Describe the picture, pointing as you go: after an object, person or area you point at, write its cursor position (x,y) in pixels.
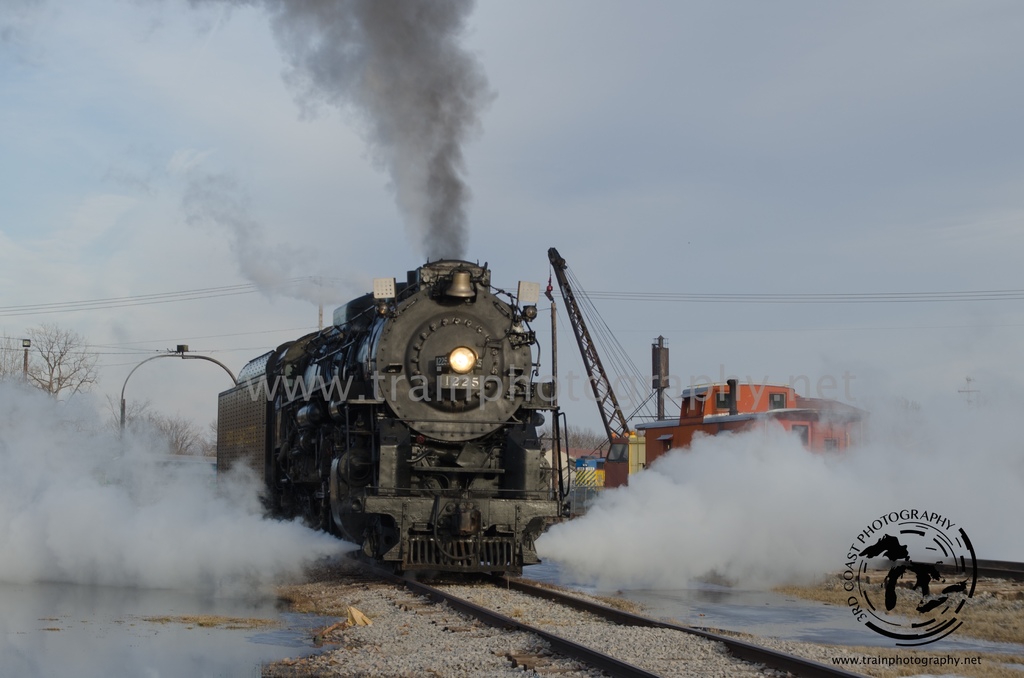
In this image we can see a train (415,467) on the railway track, construction crane (573,310), electric poles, cables (101,298), trees (71,377), smoke (671,480), stones (407,630) and sky (663,222).
